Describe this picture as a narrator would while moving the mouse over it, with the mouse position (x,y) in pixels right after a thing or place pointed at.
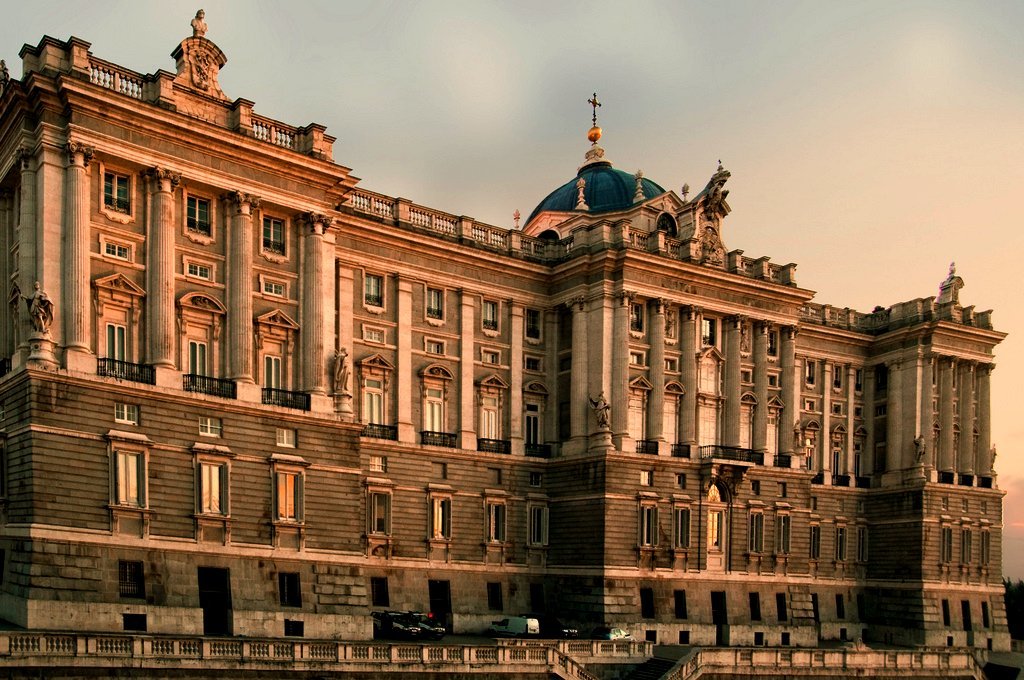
In this image there is a big building (535,567) in front of that there are some cars (377,626) parked.
